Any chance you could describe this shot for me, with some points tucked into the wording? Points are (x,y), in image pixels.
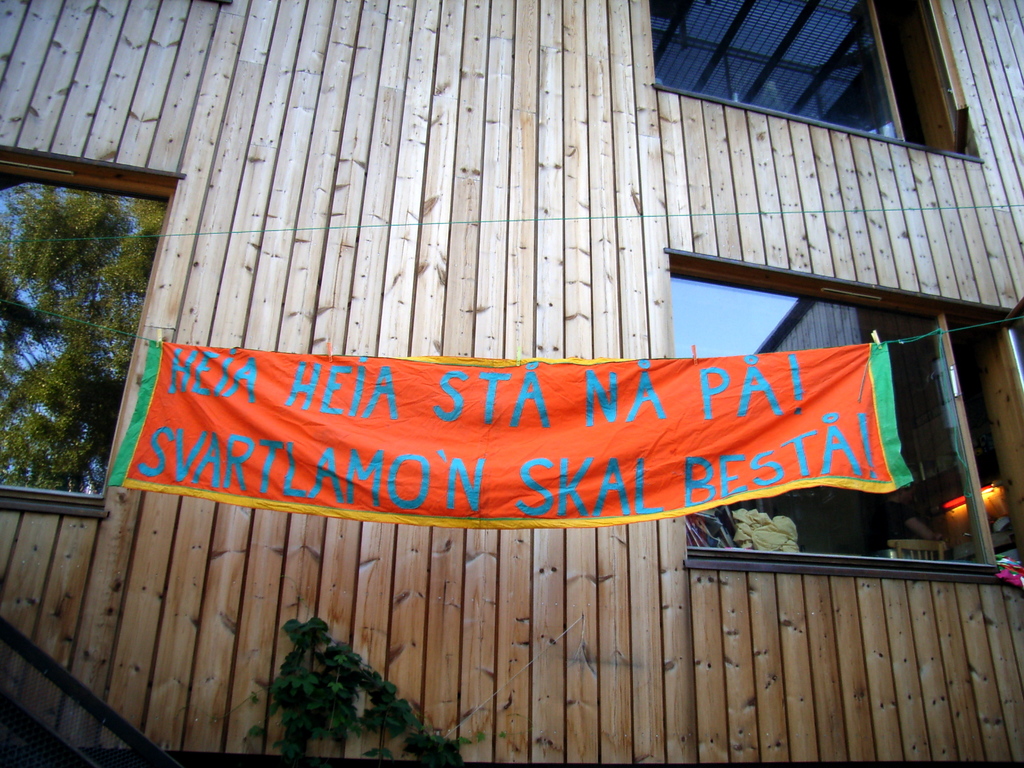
In this image we can see the wooden building (590,237) with the glass windows (673,49) and through the glass windows (105,271) we can see the trees (90,456), sky (738,312) and also the light (985,490). We can also see the plant (345,688) and also the banner (390,448) with the text (362,474).
